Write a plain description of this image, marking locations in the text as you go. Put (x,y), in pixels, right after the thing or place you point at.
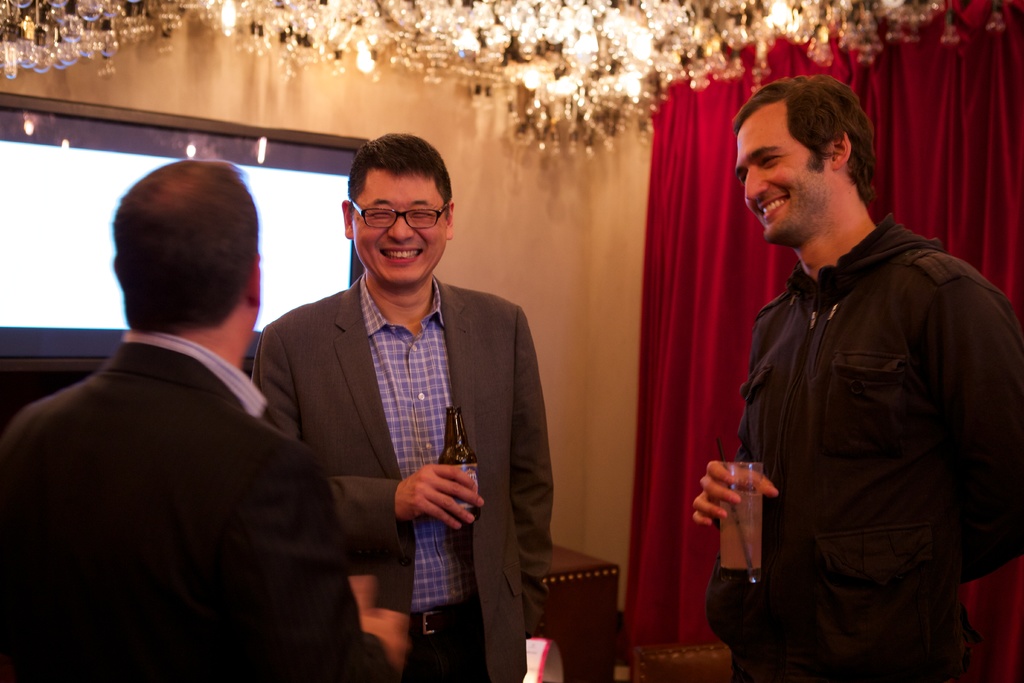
In this image I can see three people (401,283) standing and wearing different color dresses (502,488) and holding something. Back I can see a red color curtains (689,381), cream wall (501,251) and a screen (279,215).
